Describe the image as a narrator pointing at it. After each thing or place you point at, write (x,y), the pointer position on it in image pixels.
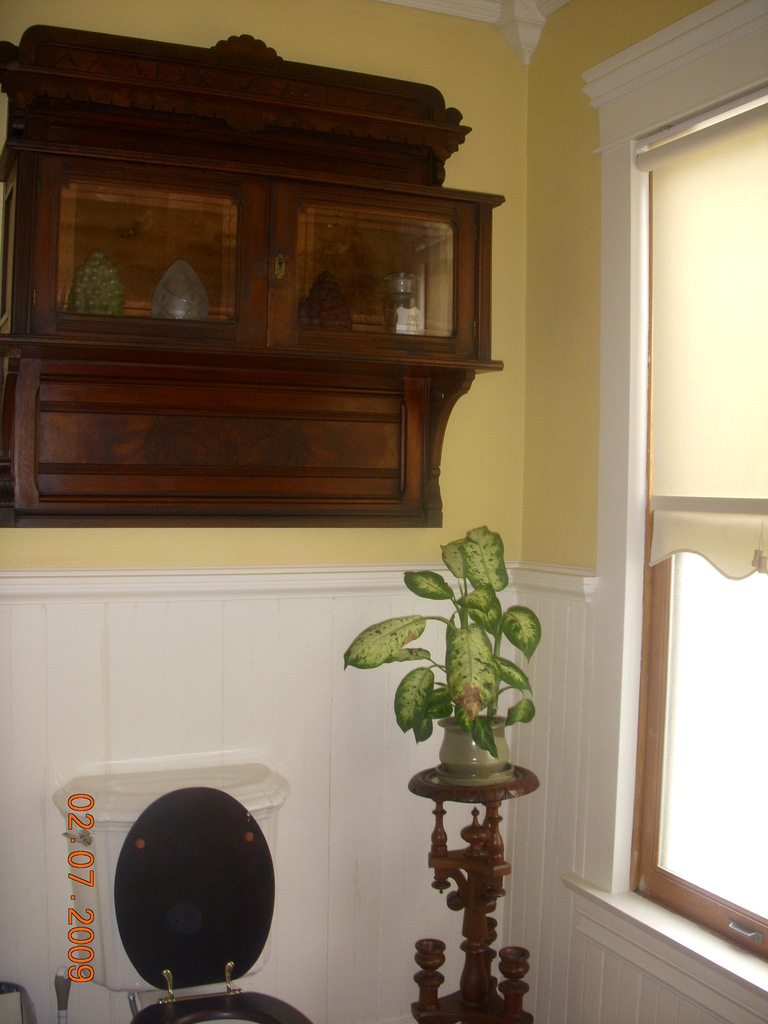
In this picture there is a window (760,345) on the right side of the image (630,461) and there are cupboards (305,253) at the top side of the image (367,216) and there is a sanitary equipment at the bottom side of the image (187,767), there is a plant (436,590) in the image.
